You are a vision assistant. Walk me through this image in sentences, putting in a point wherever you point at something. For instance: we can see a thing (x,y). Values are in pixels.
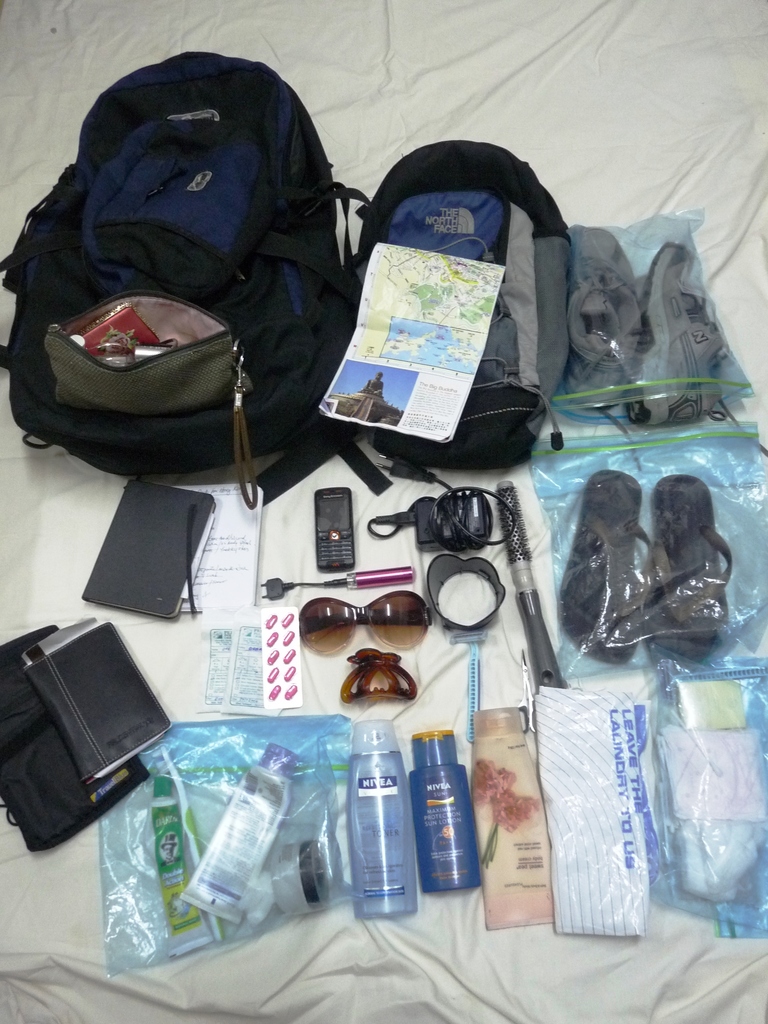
There are two back pack bags (183,190), pair of shoes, mobile phone (345,558), goggles (390,617), head clip (370,673), cell phone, small book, cosmetics (443,857), a pair of chappal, map (399,395) and few objects (717,850) placed. This looks like a white cloth (640,149).
